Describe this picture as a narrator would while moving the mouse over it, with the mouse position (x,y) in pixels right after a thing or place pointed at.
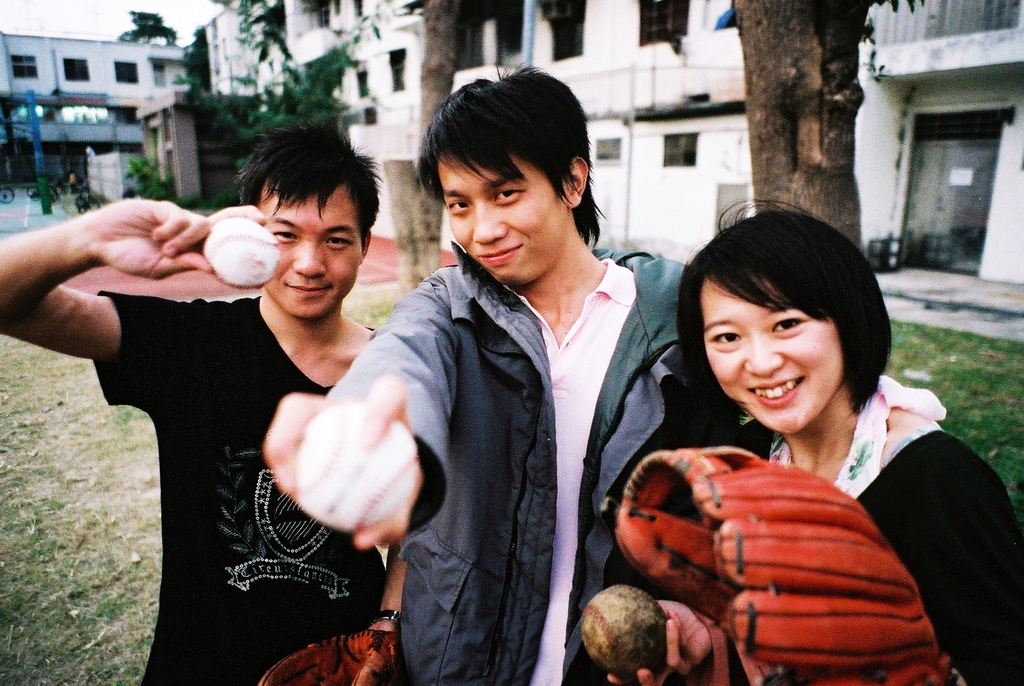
In this picture there are people (591,250) in the center of the image (501,256), by holding balls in their hands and there are buildings (601,24) and trees (795,45) in the background area of the image (493,45).
